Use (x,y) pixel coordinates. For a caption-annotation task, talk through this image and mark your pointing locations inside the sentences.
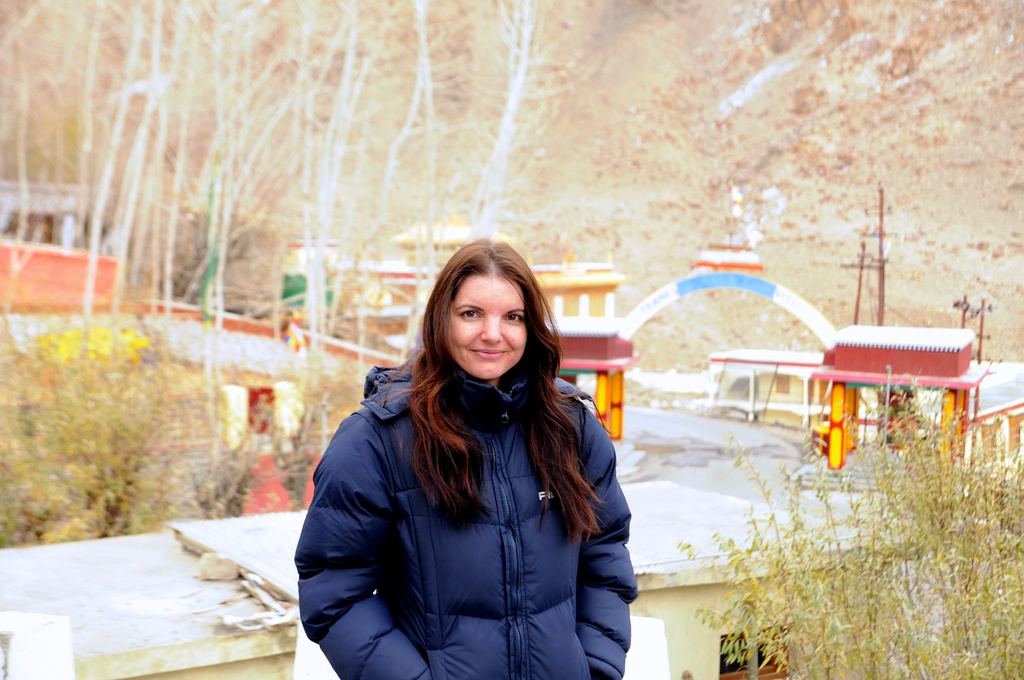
This image consists of a woman (424,507) wearing blue jacket (415,584). In the background (669,649), there are small houses (701,657). To the right (890,584), there are plants (849,574).
